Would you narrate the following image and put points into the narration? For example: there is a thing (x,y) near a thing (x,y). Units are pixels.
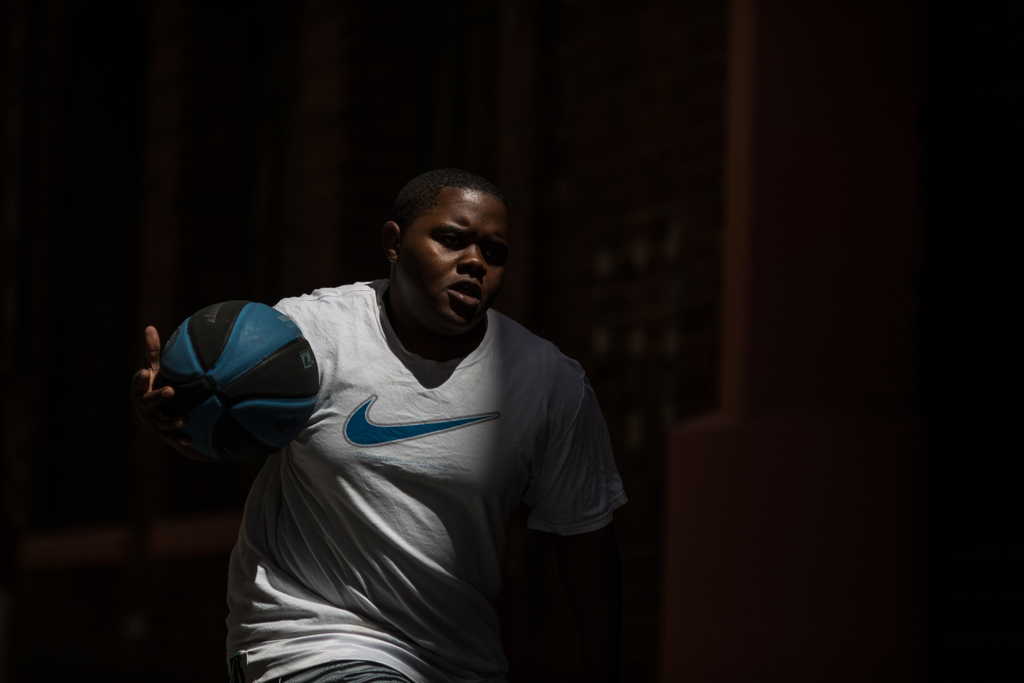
In this picture there is a boy (316,606) at the center of the image (365,359) he is holding a ball (246,425) in his hand (151,366).
